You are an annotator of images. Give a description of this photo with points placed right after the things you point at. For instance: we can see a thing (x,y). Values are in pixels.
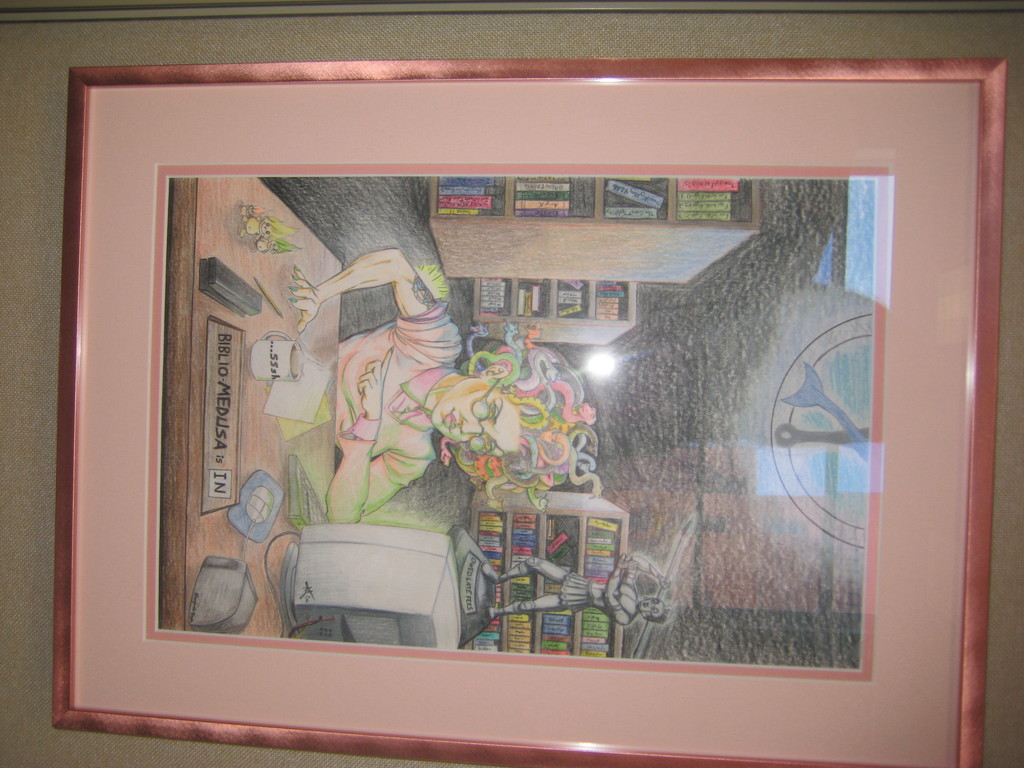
In this image I can see the depiction (317,472) on the wall (238,61).
